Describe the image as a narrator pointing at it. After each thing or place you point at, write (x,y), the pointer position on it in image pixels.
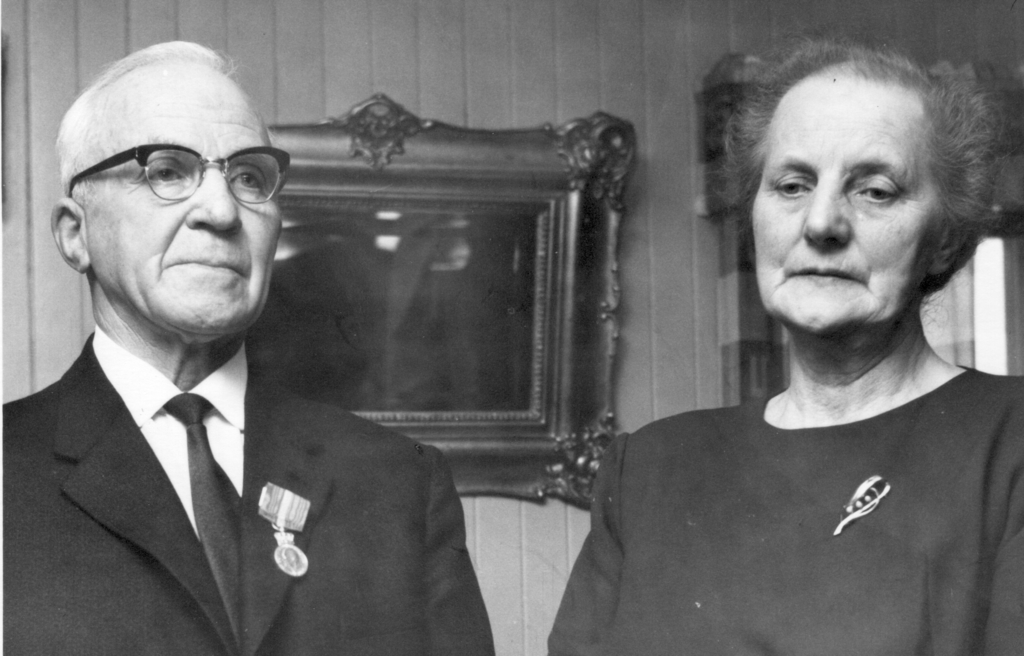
In the picture we can see a man (269,263) and a woman (910,197) are standing side by side, one man (218,87) is in black color blazer (26,442), tie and shirt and one woman (1000,548) is in a black dress (1019,552) and in the background (318,187) we can see a wall (677,14) with a photo frame (547,382) to it.
